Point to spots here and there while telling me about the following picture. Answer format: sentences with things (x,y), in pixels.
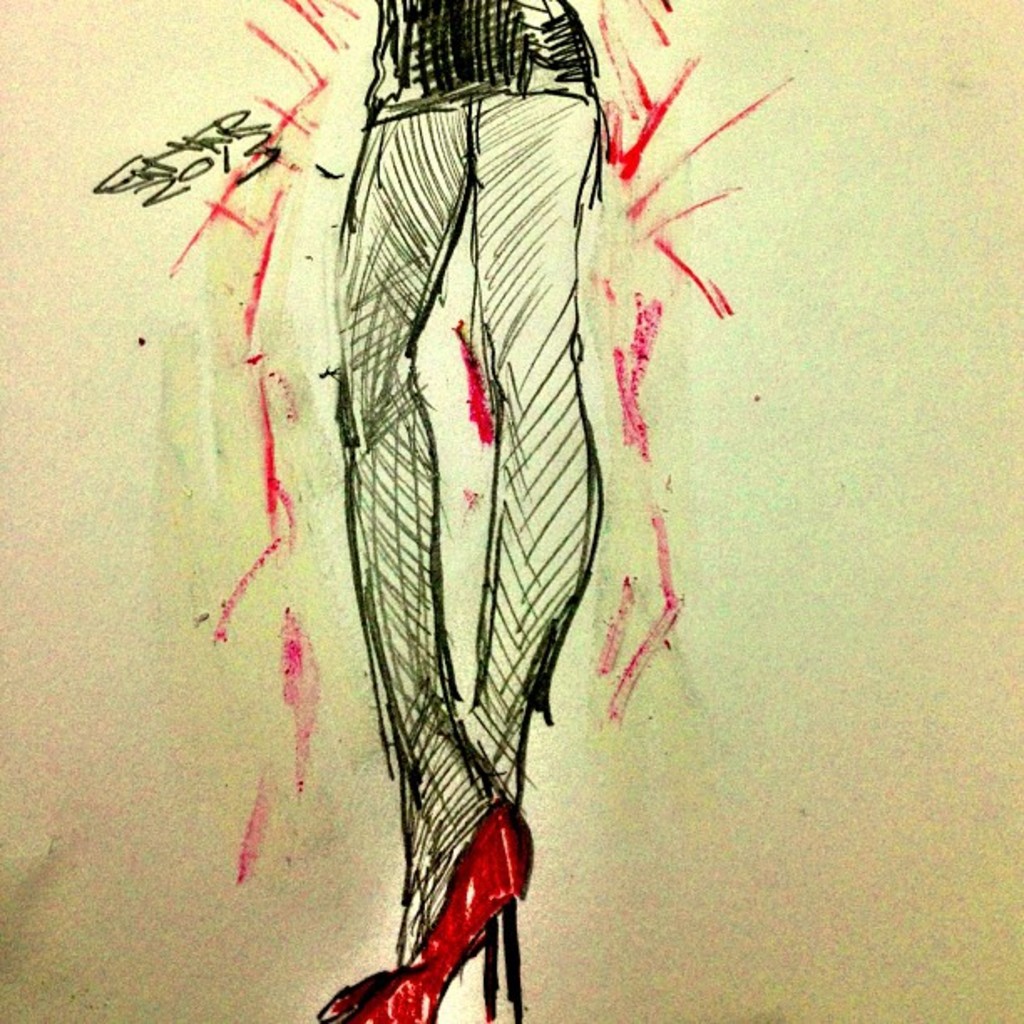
In this image we can see sketch painting (439,872) which is on the wall (720,218).
